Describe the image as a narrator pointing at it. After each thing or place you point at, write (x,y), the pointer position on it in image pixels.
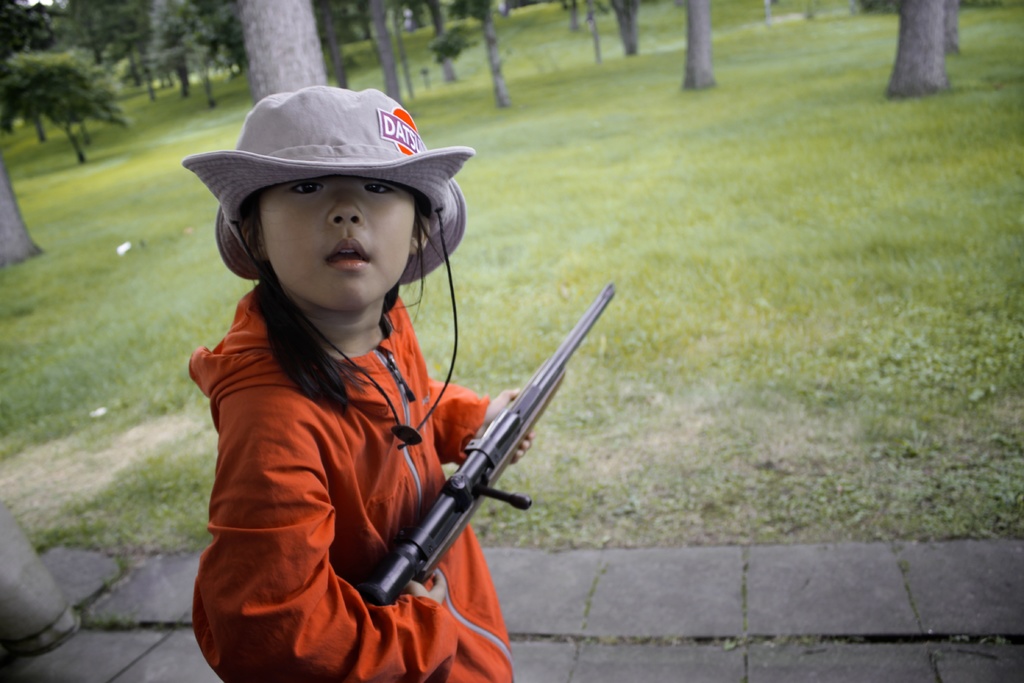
In this image in the center (381,362) there is one girl (324,421) who is standing and she is holding a gun (501,432) and in the background (365,35) there are some trees (926,38), at the bottom (734,490) there is grass (89,480) and a walkway (620,613).
